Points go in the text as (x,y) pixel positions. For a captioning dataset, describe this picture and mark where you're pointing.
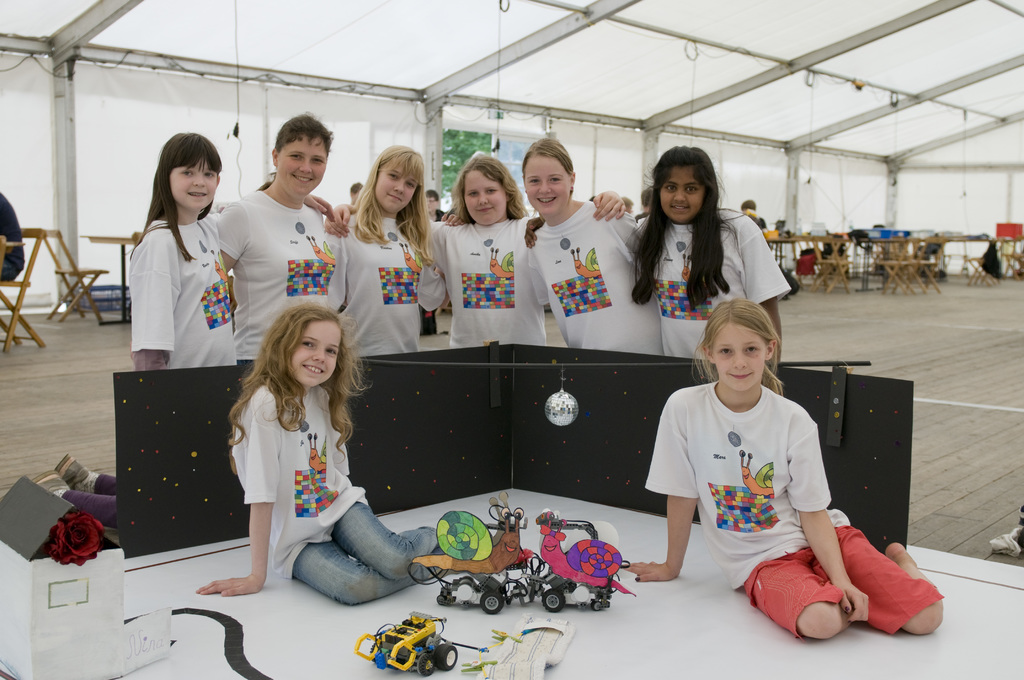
In the center of the image (538,260) we can see some persons (479,283) are standing. At the bottom of the image (478,582) we can see two girls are sitting on a stage (655,608) and also we can see some toys (491,592), box (104,618), board (143,446), decor (561,399). In the background of the image (29,80) we can see tent (205,117), chairs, tables (836,233) and some objects (768,234). At the bottom of the image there is a floor (933,334). In the middle of the image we can see the trees (468,149). At the top of the image (420,25) there is a roof (449,53).
